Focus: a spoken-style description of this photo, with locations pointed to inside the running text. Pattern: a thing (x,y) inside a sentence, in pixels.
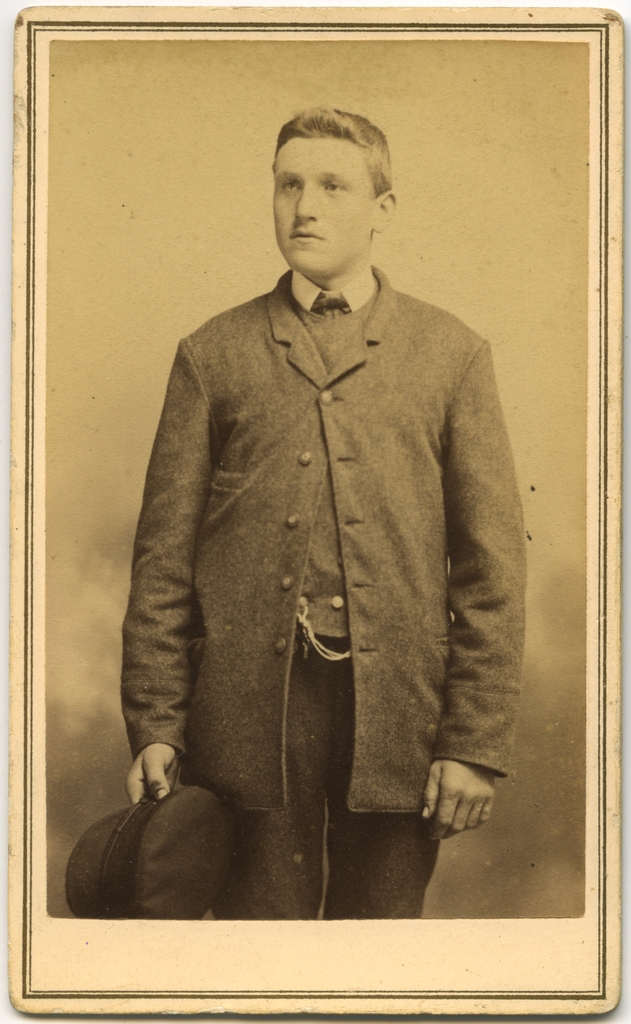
In this image we can see a photo (285,815) of a person (450,729) holding a cap (123,843).
